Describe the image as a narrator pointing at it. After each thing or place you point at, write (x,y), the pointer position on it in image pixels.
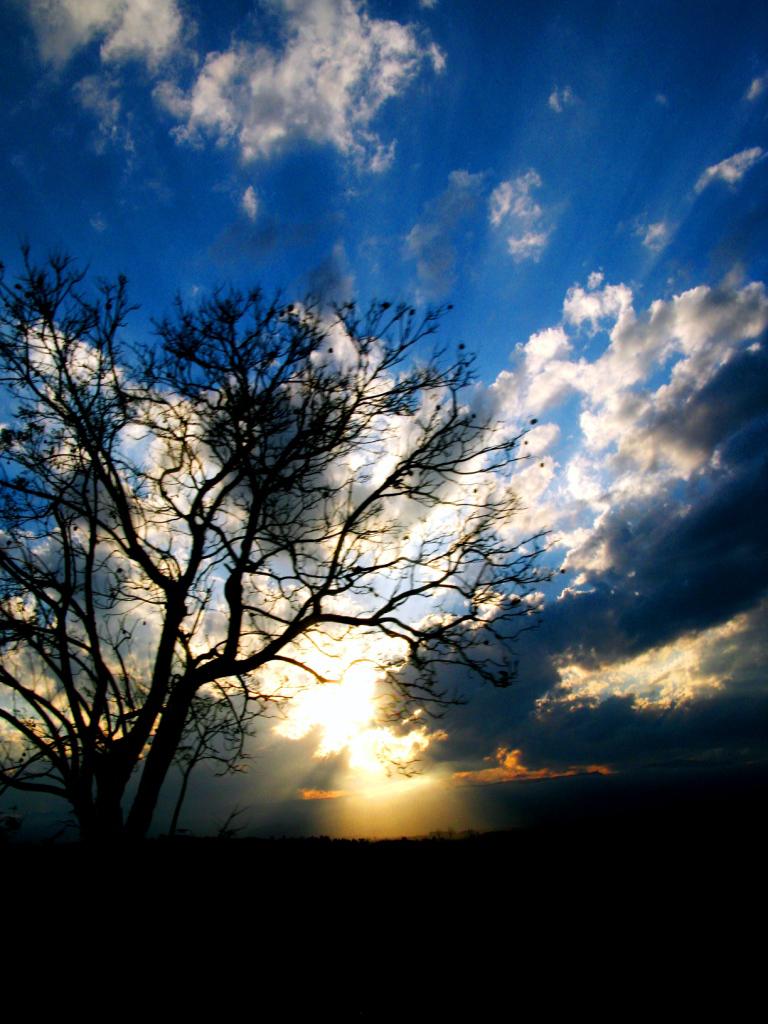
In this image, I can see a tree (99,743). In the background (328,272), there is the sky (575,565).
